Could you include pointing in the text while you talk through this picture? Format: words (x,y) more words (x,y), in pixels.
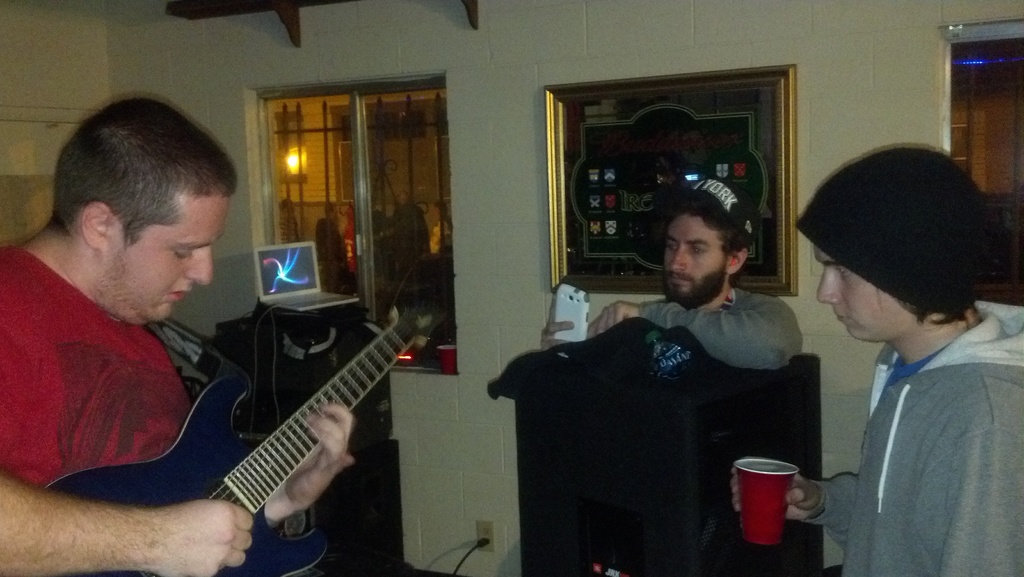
There are three persons (957,469) and this person (223,510) playing guitar (226,497), these two persons (989,433) are holding objects (750,535). We can see laptop (312,278) above the electrical device (357,456). On the background (431,43) we can see wall (577,24), window (377,217), frame (619,213).
